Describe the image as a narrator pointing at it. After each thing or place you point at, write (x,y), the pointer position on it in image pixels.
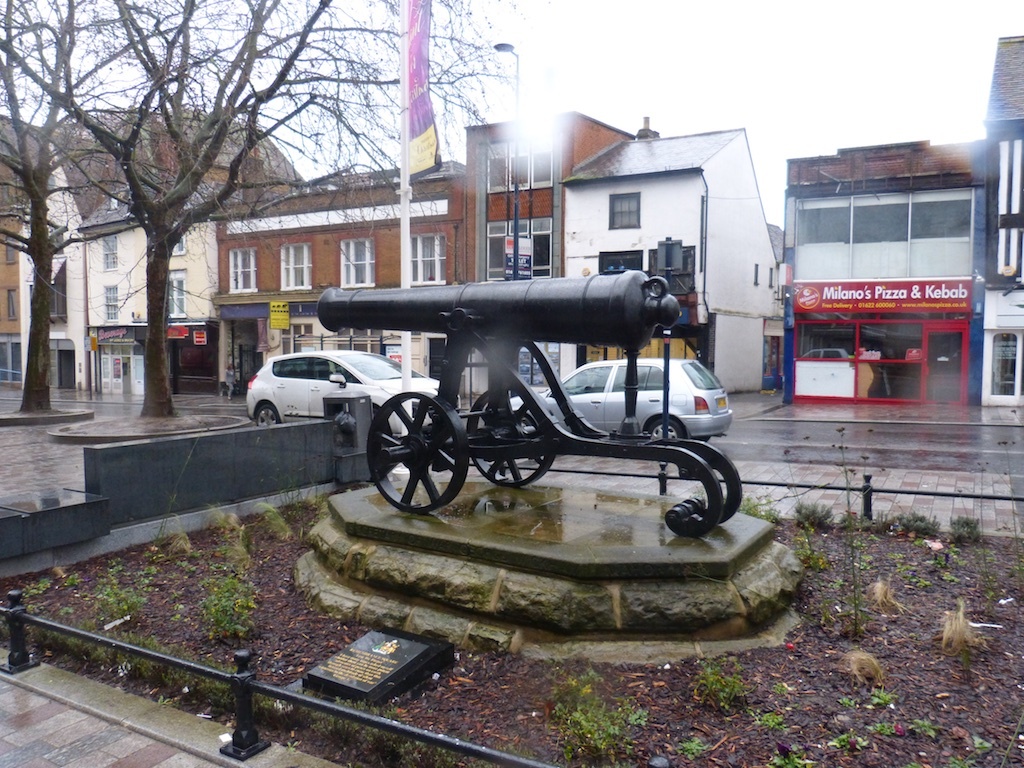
In the image there is a sculpture of a weapon (556,303) kept on a stone (553,575) and around that sculpture (381,307) there are trees (164,246), vehicles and buildings (382,219).
